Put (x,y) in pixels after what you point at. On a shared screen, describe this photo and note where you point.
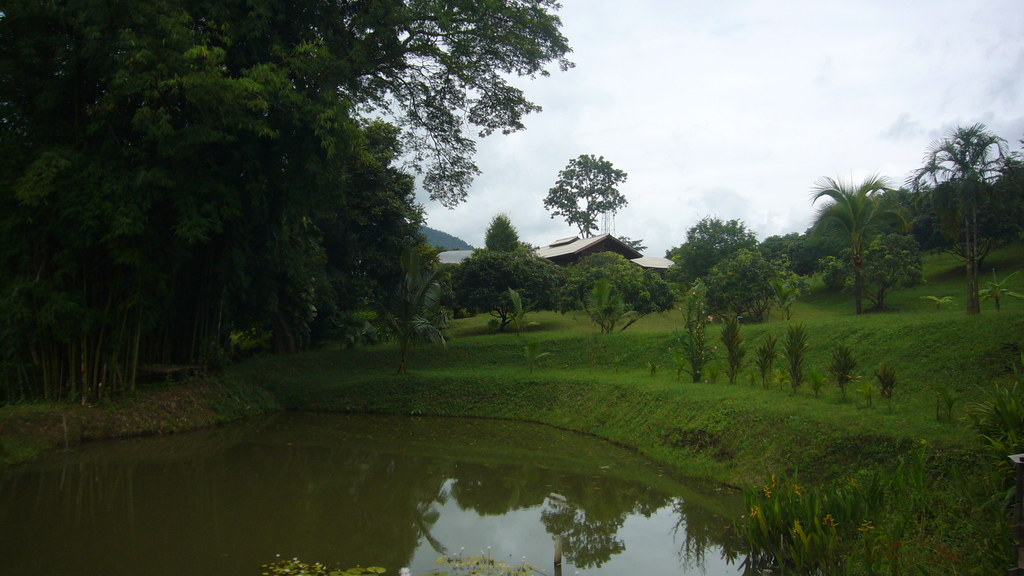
In this picture I can see water (377,519) in front (330,464) and in the middle of this picture (381,317) I see number of trees (355,207) and grass (590,349) and in the background (554,233) I see the sky (697,102) and few buildings (548,254).
